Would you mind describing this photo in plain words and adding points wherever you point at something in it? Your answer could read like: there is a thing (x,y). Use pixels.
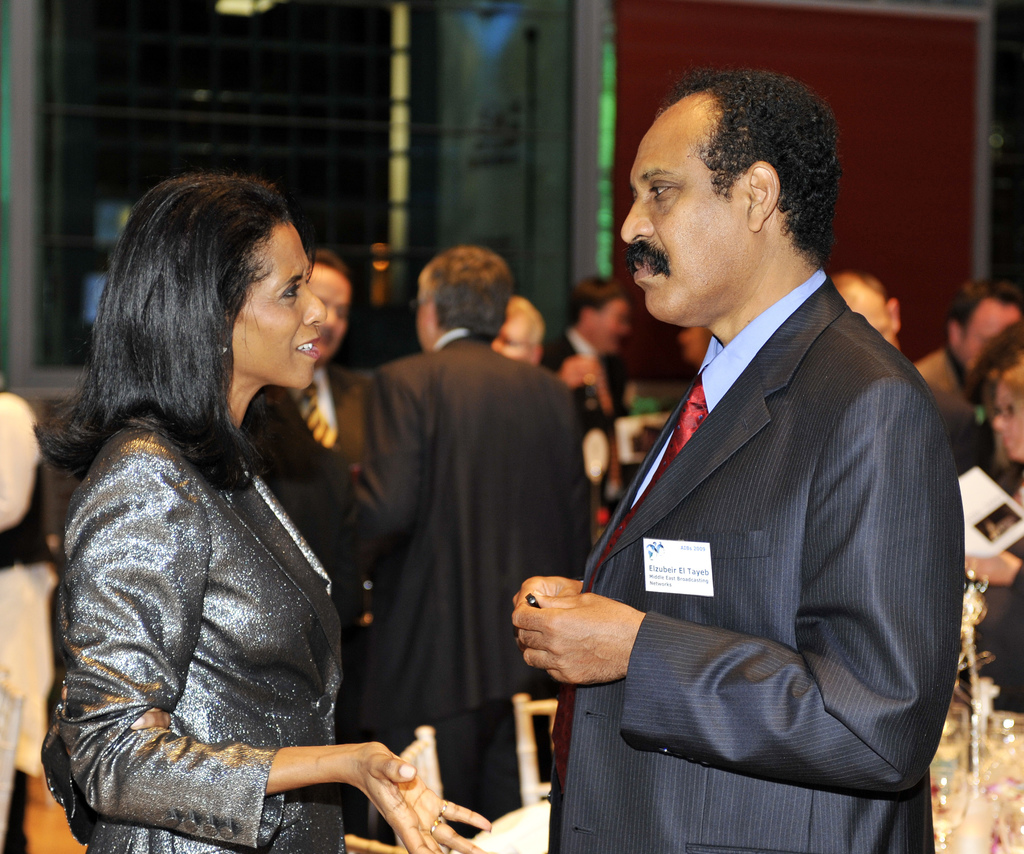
On the left side (256,175) a woman (293,594) is talking, she wore black color coat (232,607). On the right side (778,594) a man (749,566) is standing, he wore coat (759,431), tie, shirt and there are other people (414,416) are standing other side of them.
